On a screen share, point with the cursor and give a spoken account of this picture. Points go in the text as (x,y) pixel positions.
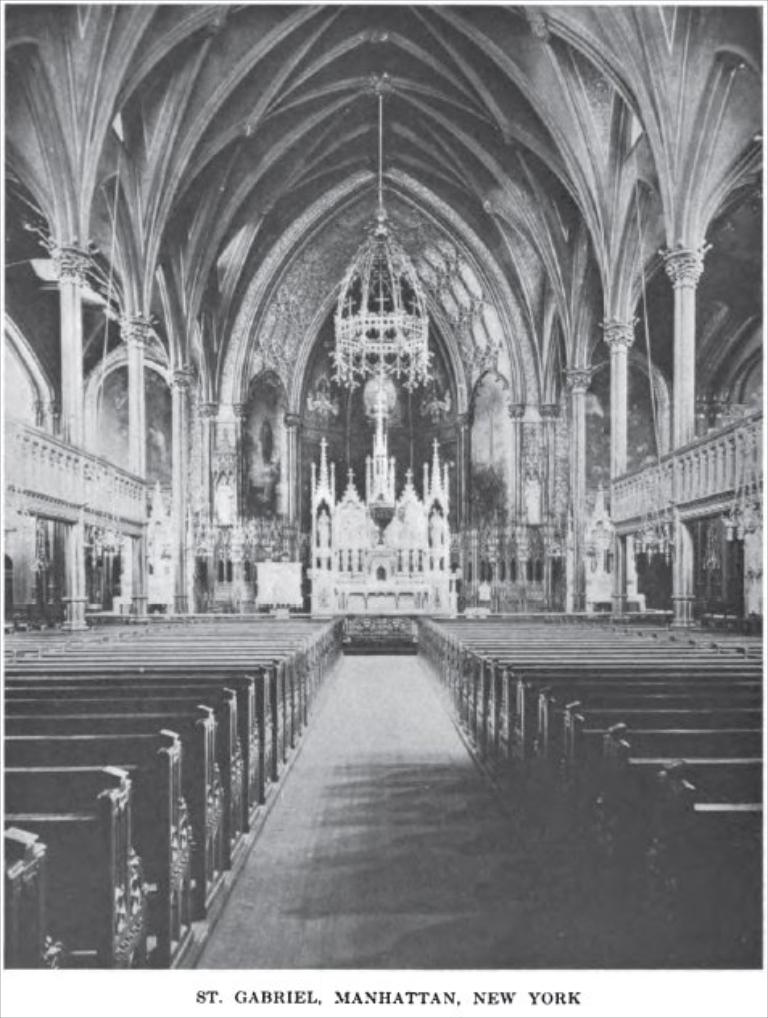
This is a black and white image. This is a inside picture of a church (198,595). There are pews (476,700). There is ceiling (320,173) at the top of the image (348,140). There is a light (366,275). At the bottom of the image (292,1005) there is text (556,994).
